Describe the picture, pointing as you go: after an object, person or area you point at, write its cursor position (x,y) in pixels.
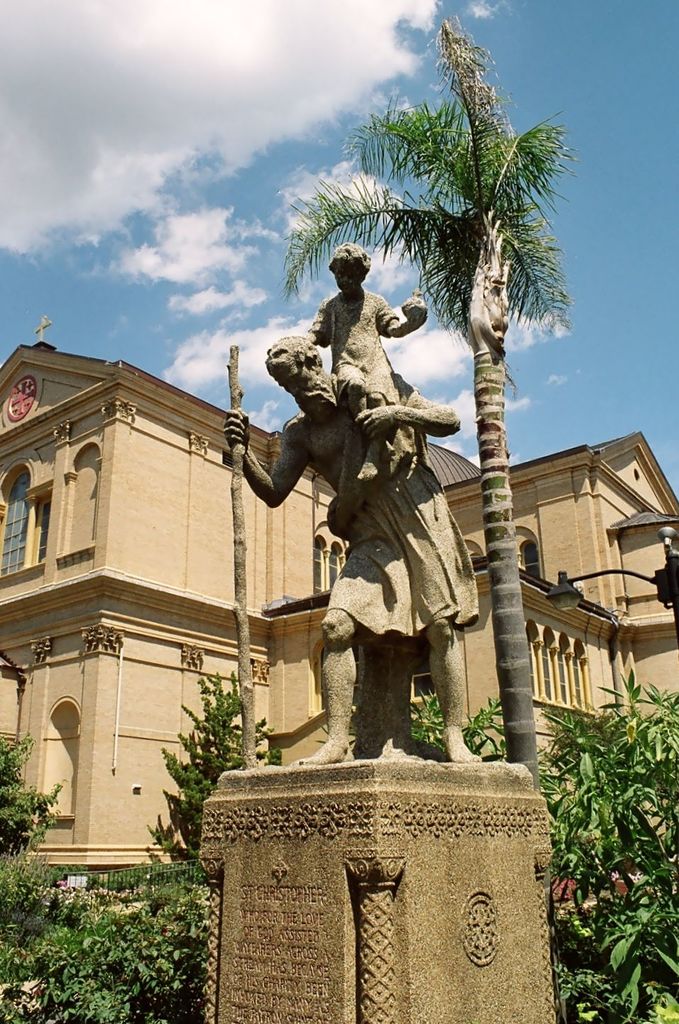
In the image we can see there is a statue (379,592) of a person (398,577) carrying child (369,373) on his shoulders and holding stick (250,768) in his hand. Behind there is a building (563,519) and there is a tree (431,190). There are plants (72,936).
